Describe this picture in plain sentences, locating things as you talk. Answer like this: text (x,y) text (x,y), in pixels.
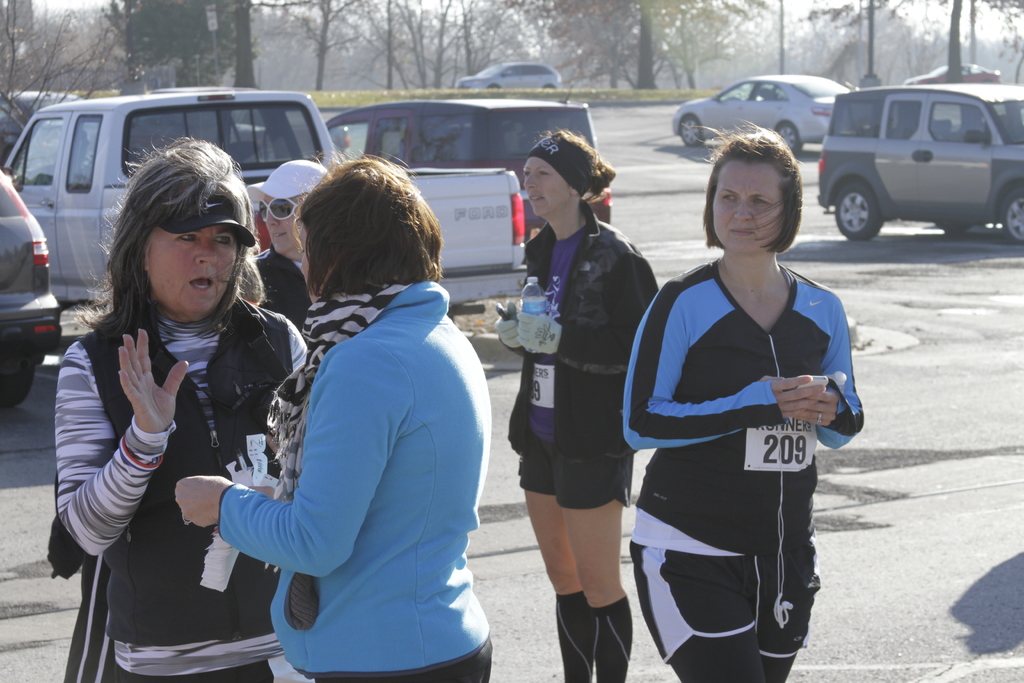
In this image we can see many people (464,407). There are many vehicles (283,136) in the image. There is a sky (793,6) in the image. There is a road (649,149) in the image. There are few people (682,304) holding some objects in their hands (547,343). There are many trees (117,35) in the image.
